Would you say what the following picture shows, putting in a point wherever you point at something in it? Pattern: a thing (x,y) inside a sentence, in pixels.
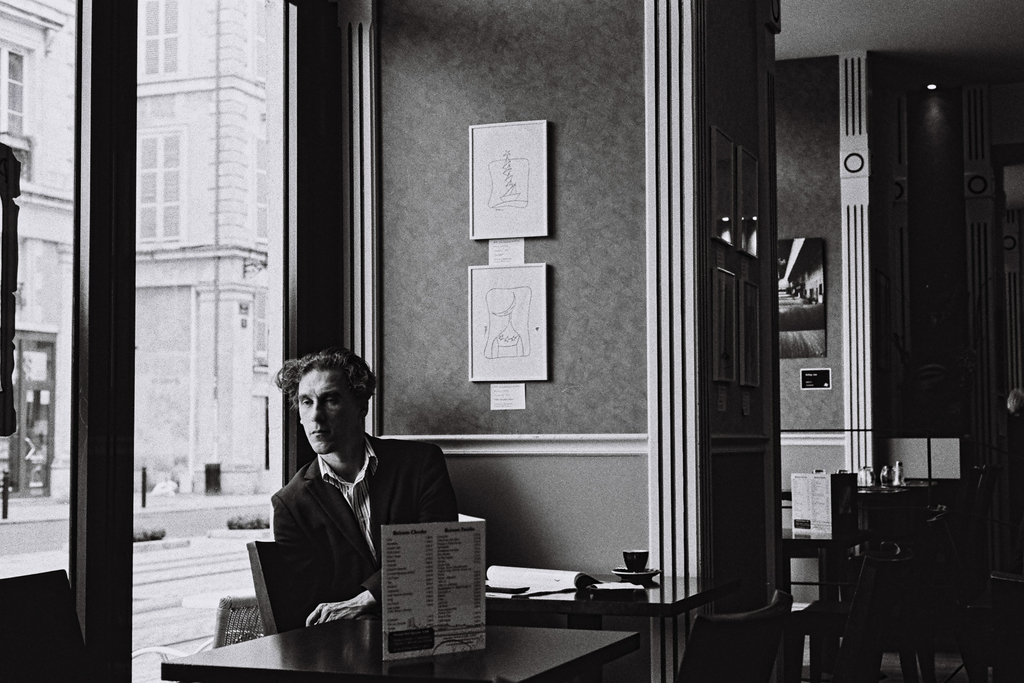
In this picture I can observe a man (342,519) sitting on the chair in front of the table (350,644). I can observe photo frames (500,220) on the wall (434,311) in the middle of the picture (526,288). In the background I can observe building (177,286).
